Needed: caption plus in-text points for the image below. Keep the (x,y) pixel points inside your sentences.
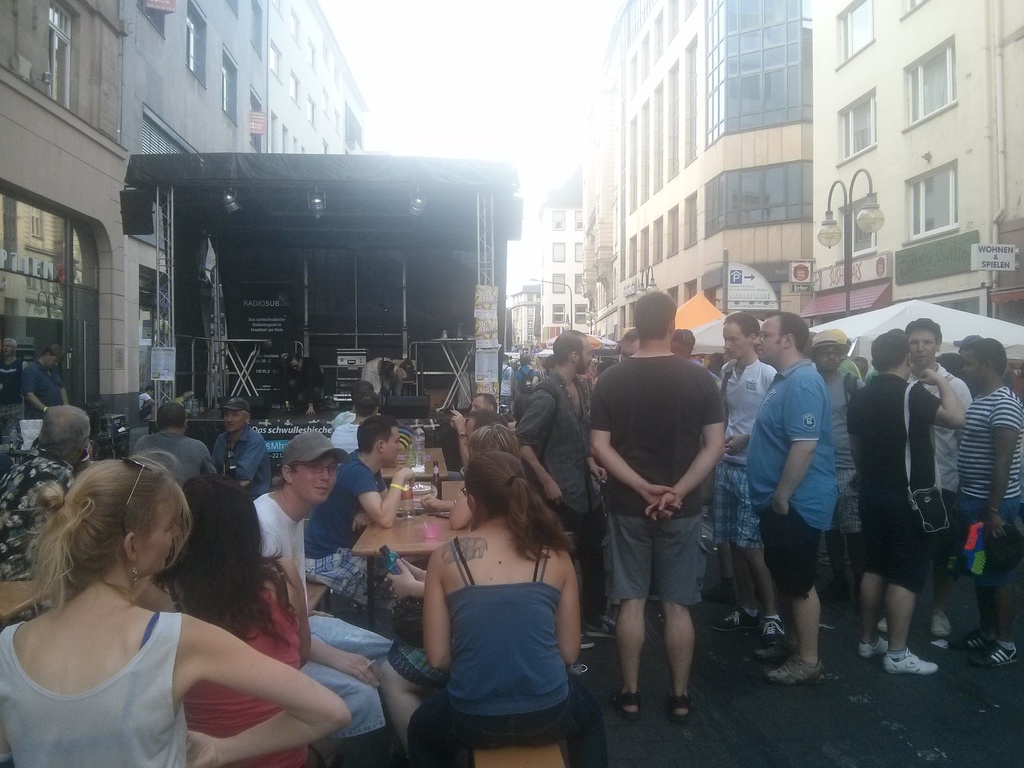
There are few people (346,649) sitting on bench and there is a table (431,487) in front of them in the left corner (319,526) and there are few people (738,485) standing in the right corner (741,507) and there are buildings (735,155) on either sides of them.
